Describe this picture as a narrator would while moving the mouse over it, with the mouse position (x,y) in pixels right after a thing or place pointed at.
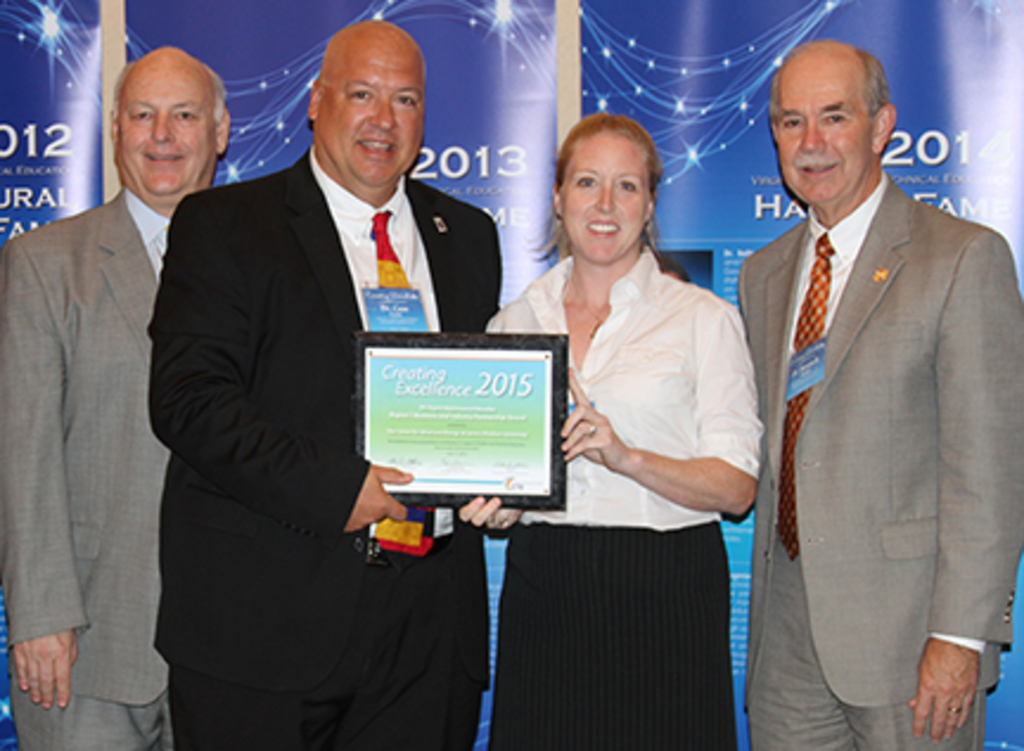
In the middle of the image (350,382) four persons (396,47) are standing, smiling and holding a frame (376,339). Behind them there is a banner (452,14).
